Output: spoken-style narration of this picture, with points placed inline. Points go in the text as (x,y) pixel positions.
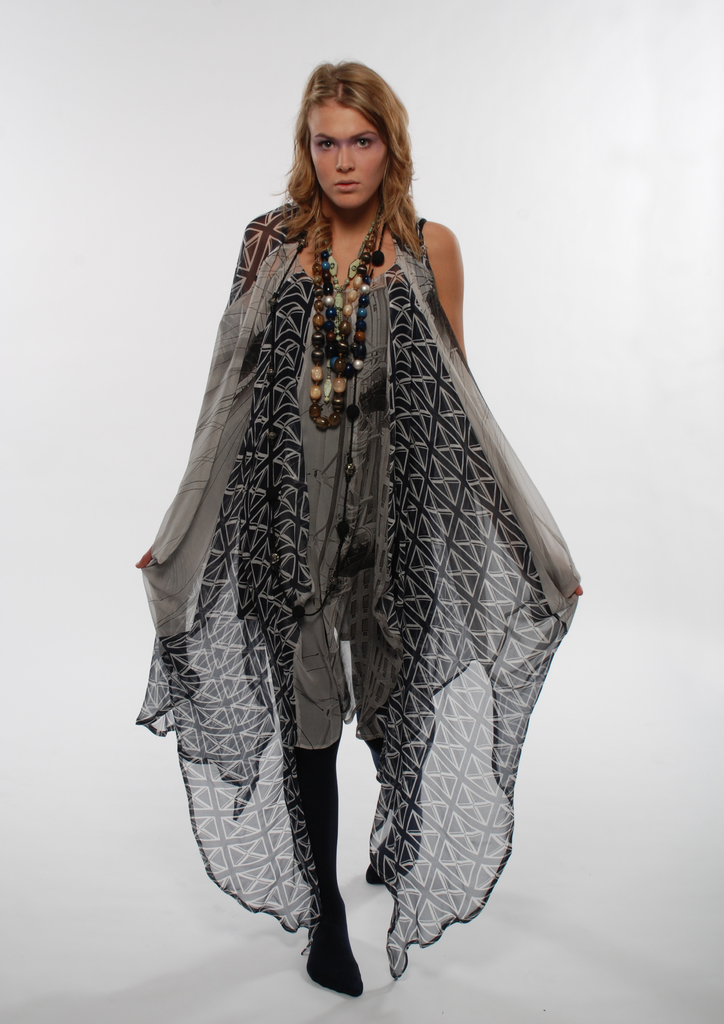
In the center of the image (264,400) there is a woman (288,464) standing on the floor (351,788).
